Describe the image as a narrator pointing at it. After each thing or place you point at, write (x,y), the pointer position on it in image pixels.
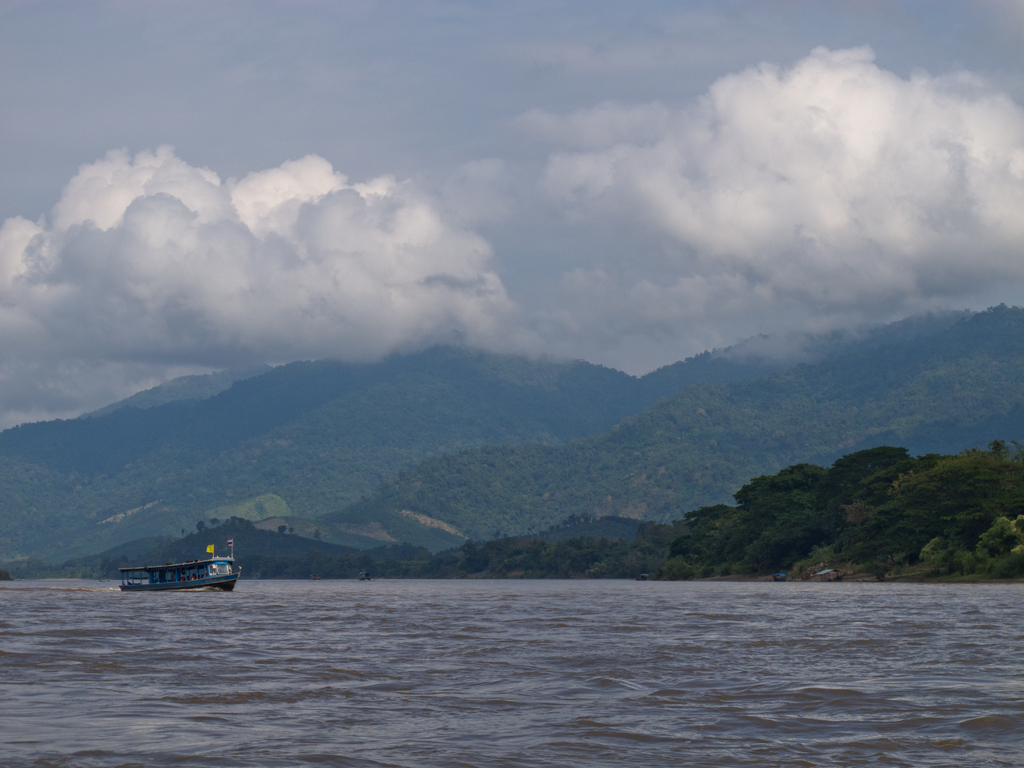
Here we can see a boat (195,578) on the water (440,747). In the background (439,434) there are trees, mountains (86,525) and clouds (389,213) in the sky (641,121).
